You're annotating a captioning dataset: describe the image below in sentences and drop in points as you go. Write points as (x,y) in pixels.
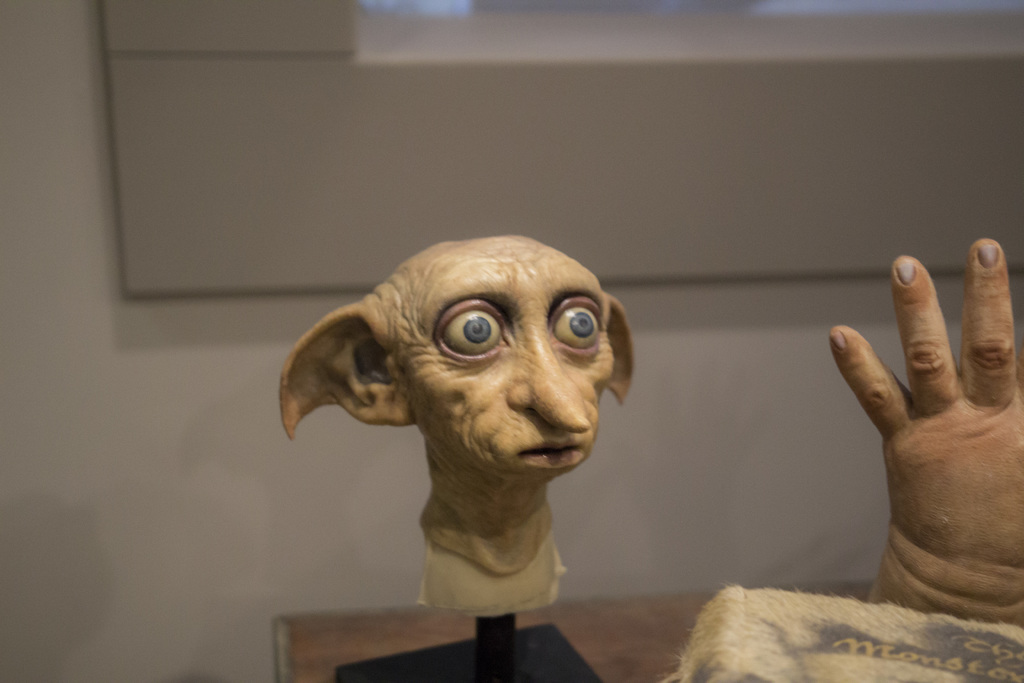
In this image we can see the face mask (469,463) on the stand (503,632). Beside that there is a hand mask (960,514) on the table (637,603). In front of the image there is some object (905,649). In the background of the image (162,266) there is a wall (152,355). There is a screen (831,8).
